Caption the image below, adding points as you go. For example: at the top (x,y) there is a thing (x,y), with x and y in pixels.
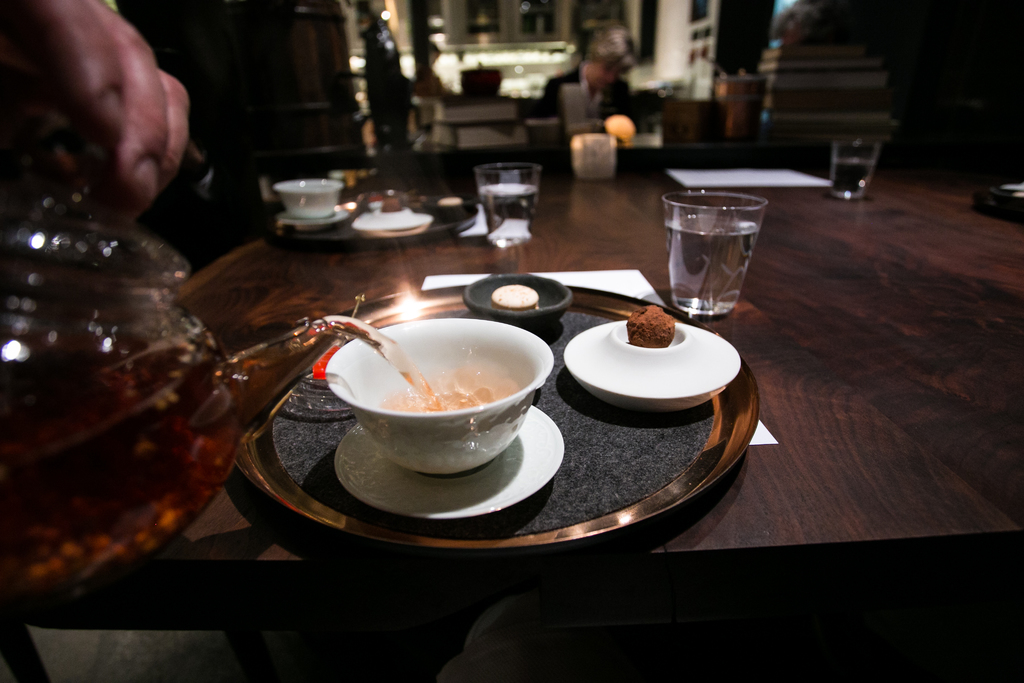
on the table (852,234) there is a plate (597,463) on which there is bowl (490,410), saucer (516,452), glass (735,220), paper (768,182). a person (79,97) is pouring a drink (364,335) in the bowl (393,410).
